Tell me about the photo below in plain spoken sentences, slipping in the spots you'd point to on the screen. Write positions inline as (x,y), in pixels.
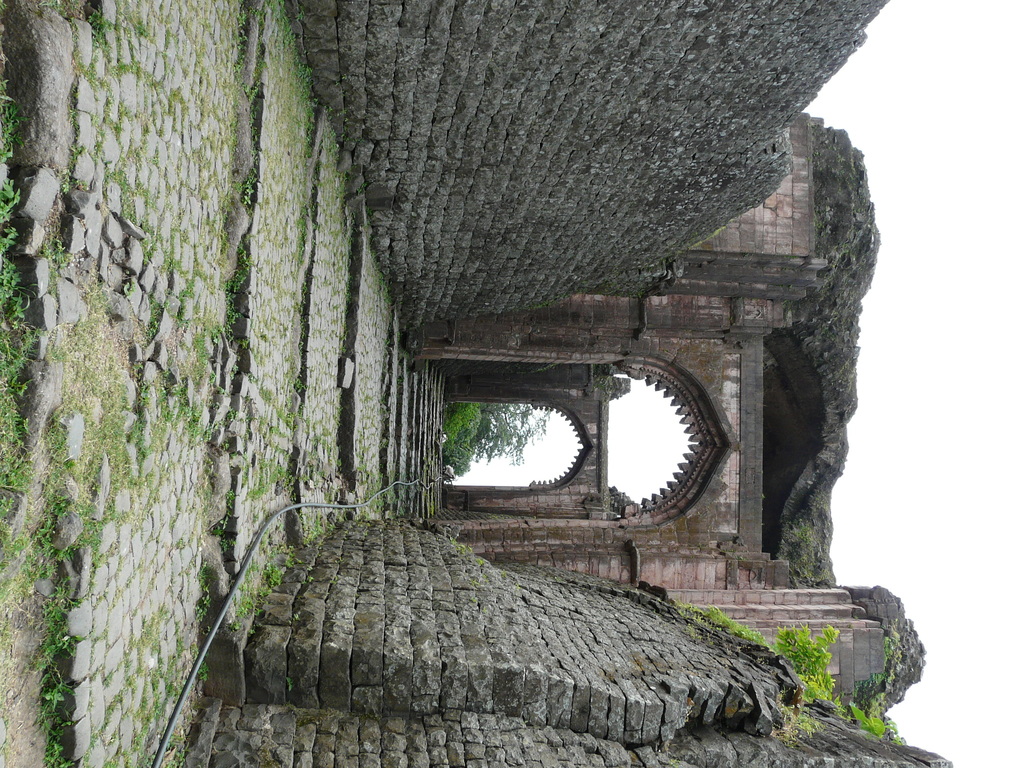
In this picture we can see walls (518,726), plants (821,646), trees (518,417), sky (684,438) and arches (691,424).
